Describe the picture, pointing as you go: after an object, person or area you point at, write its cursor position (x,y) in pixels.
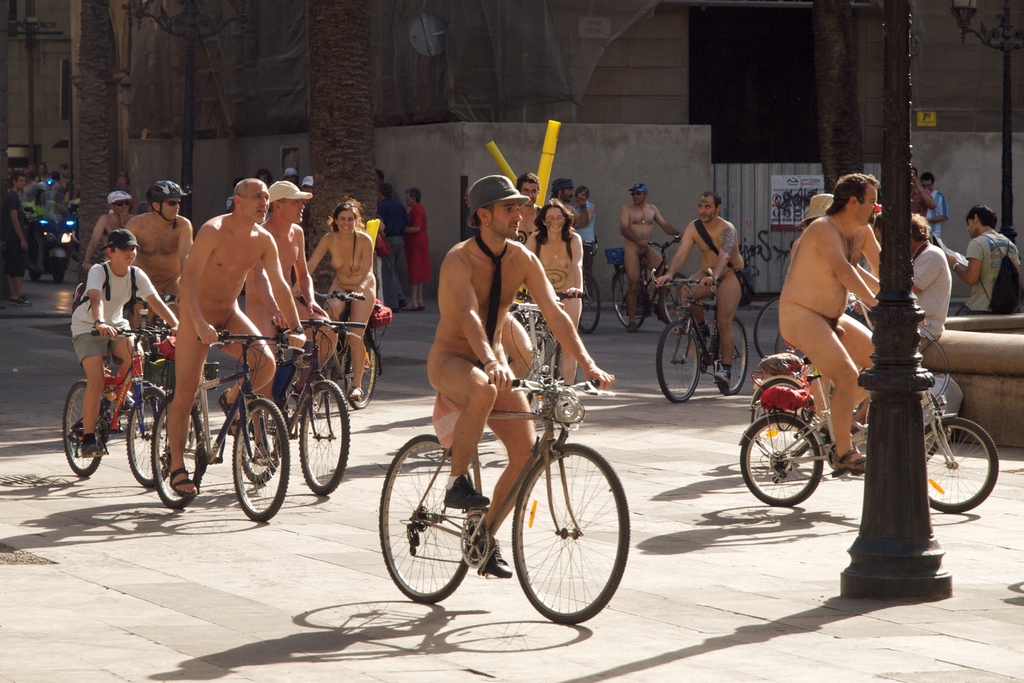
There are people (232,300) riding bicycles (345,395) without wearing clothes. In the background (435,135) we can see a wall (205,142), pole (188,97) and a bike (60,234).
